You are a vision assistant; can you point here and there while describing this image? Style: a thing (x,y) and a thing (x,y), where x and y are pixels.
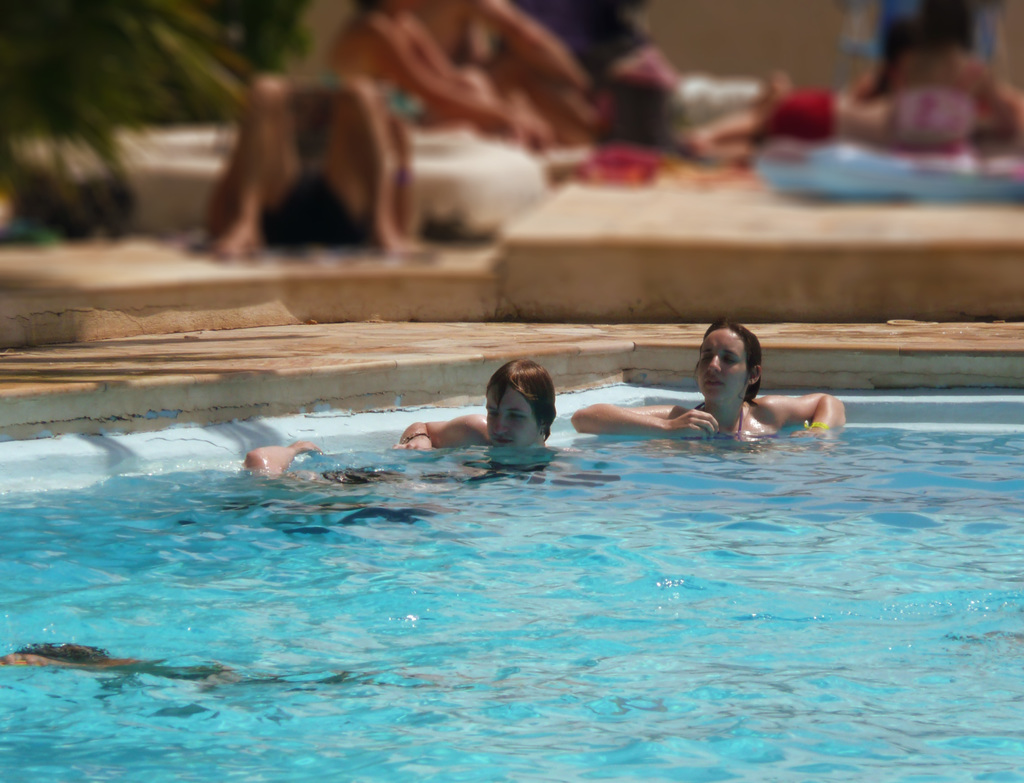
In this picture we can observe some people (429,439) in the swimming pool (390,569). We can observe some other people (471,118) resting on the floor (892,223). On the left side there are some plants (91,73).
